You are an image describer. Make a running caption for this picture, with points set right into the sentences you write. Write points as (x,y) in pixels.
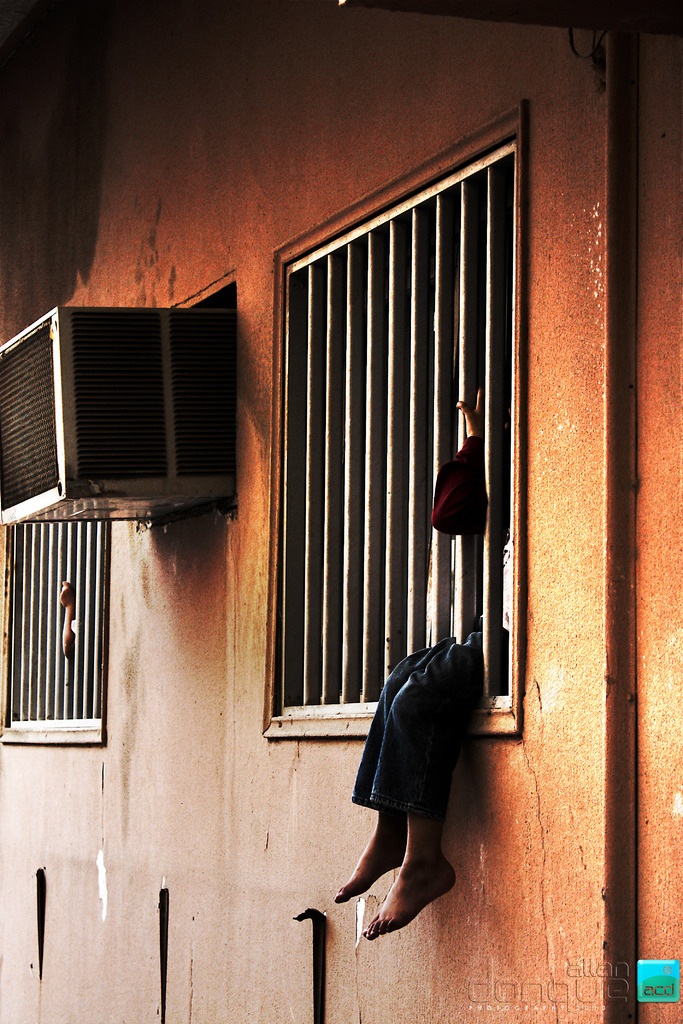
In this image we can see a wall (214,749) and windows (24,619). The wall (131,638) is in brown color and AC (177,469) is attached to the wall (221,945). One person (421,769) is sitting in the window (437,588).
